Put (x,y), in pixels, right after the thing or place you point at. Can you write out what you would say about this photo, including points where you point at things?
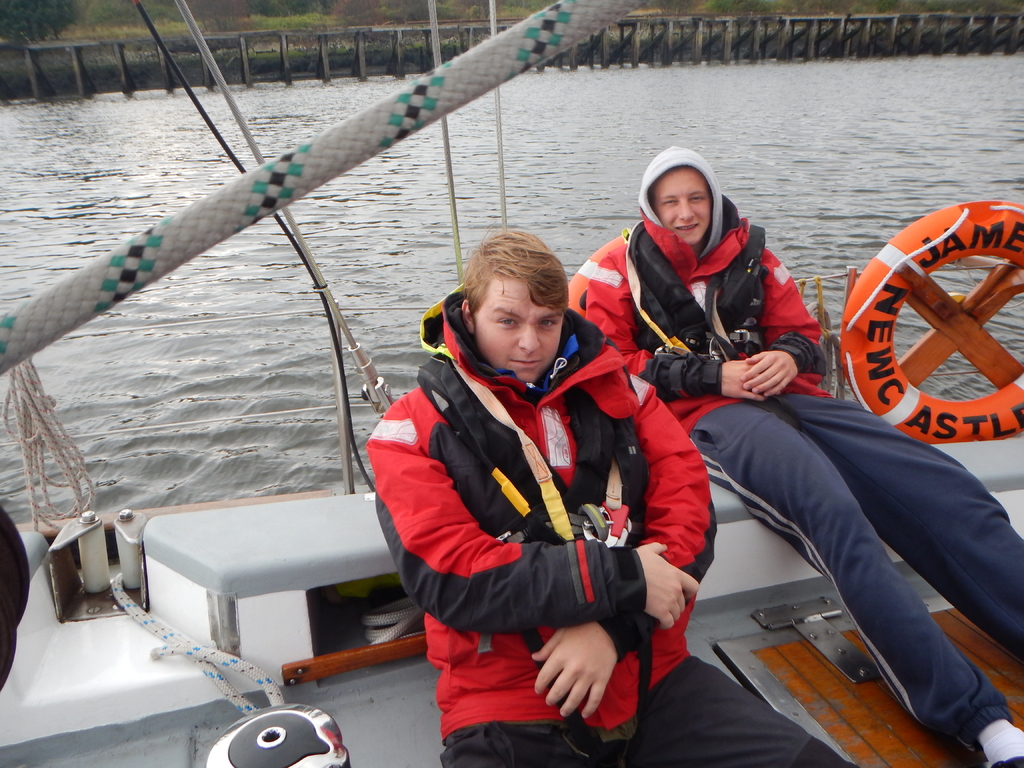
In the image there are two persons (685,322) in red life jackets (527,692) sitting on boat (380,591) in the river (250,268) and in the back (855,53) it seems to be a bridge (583,53).
